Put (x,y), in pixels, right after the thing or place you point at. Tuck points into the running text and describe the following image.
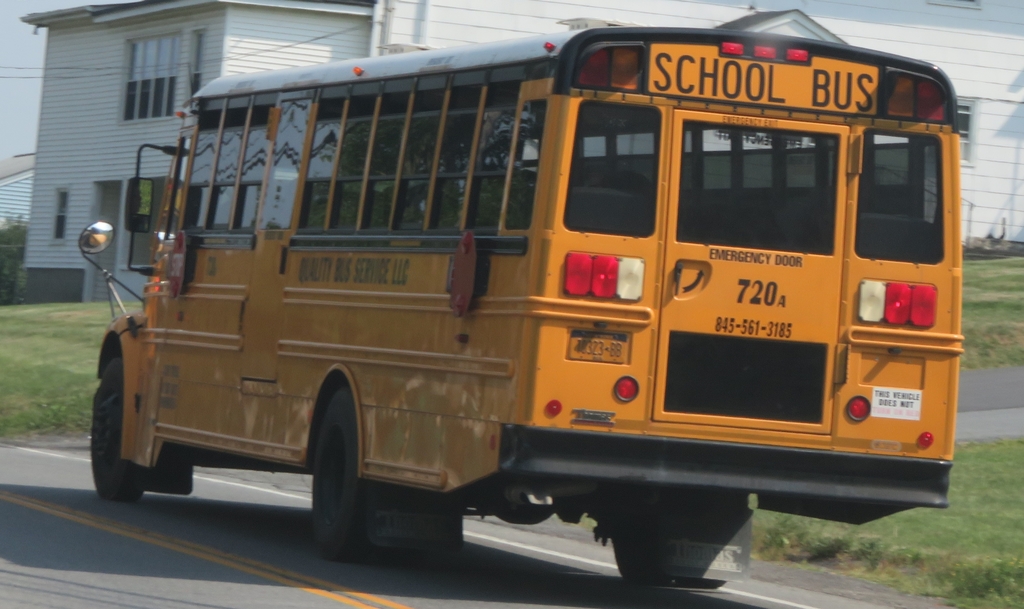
It is a school bus (725,343) in yellow color moving on the road (300,502), behind this there is a house (96,135) in white color.
